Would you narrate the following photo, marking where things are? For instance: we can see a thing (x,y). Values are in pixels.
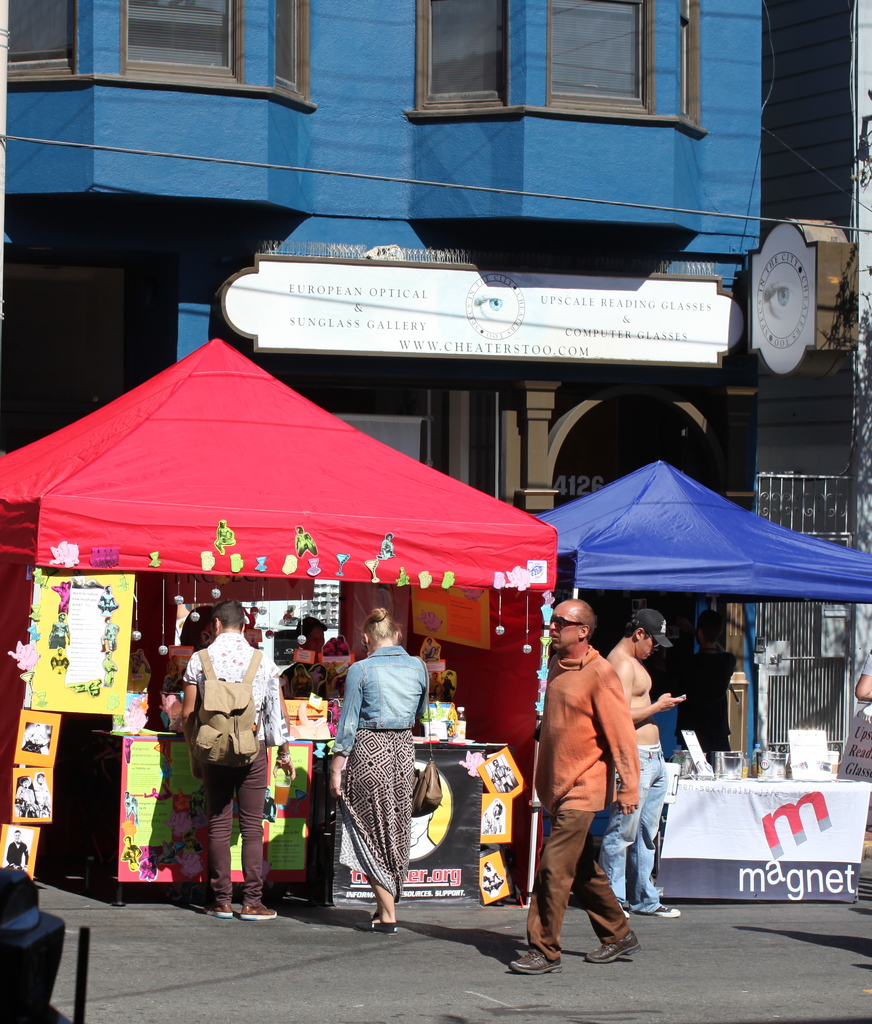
Here we can see stalls (714,515), banners (727,867), frames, and few persons (565,895). In the background (398,222) we can see a building (671,261) and boards (519,284).
